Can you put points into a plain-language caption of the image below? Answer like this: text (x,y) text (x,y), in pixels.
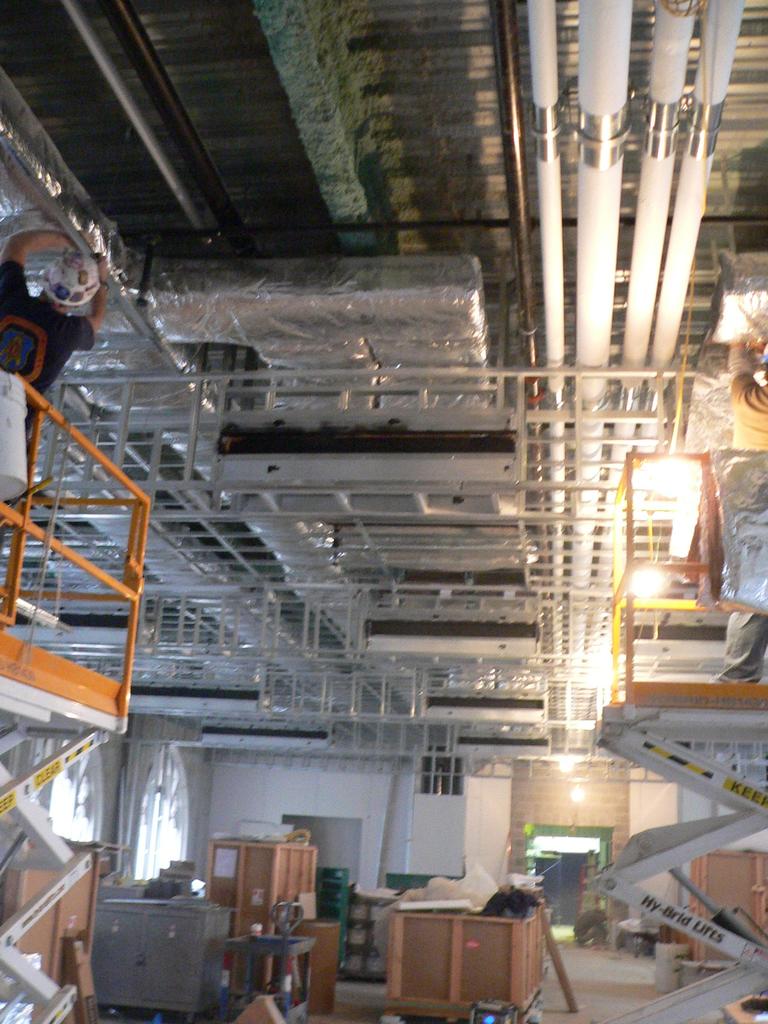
Here in this picture in the front (36,601), on the left side (68,329) we can see a person (31,413) standing on an hydraulic lift (47,679) and he is repairing something on the roof (291,239) and we can see he is wearing helmet (71,282) and we can see pipes (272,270) present on the roof (294,230) and on the floor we can see some wooden boxes (419,916) present and on the right side (656,746) also we can see other person (748,438) standing on the hydraulic lift (675,707) and we can see lights (637,579) also present.
